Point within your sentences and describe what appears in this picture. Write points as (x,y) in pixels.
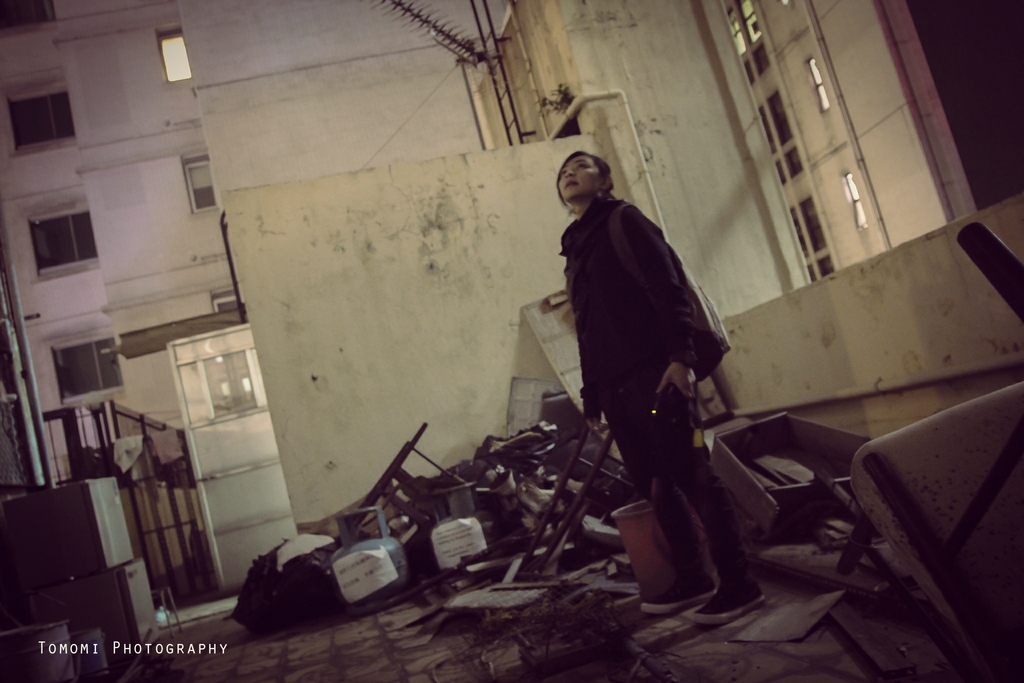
This image consists of a woman (690,487) wearing a black dress (674,486). She is also wearing a backpack (690,327). Beside her, there are many things (534,516) kept on the floor (556,678) along with cylinders (472,509). On the left (164,153) and right, there are buildings (302,128) along with windows (57,135). On the bottom left (121,616), we can see the boxes (139,591) kept on the floor (170,677).
